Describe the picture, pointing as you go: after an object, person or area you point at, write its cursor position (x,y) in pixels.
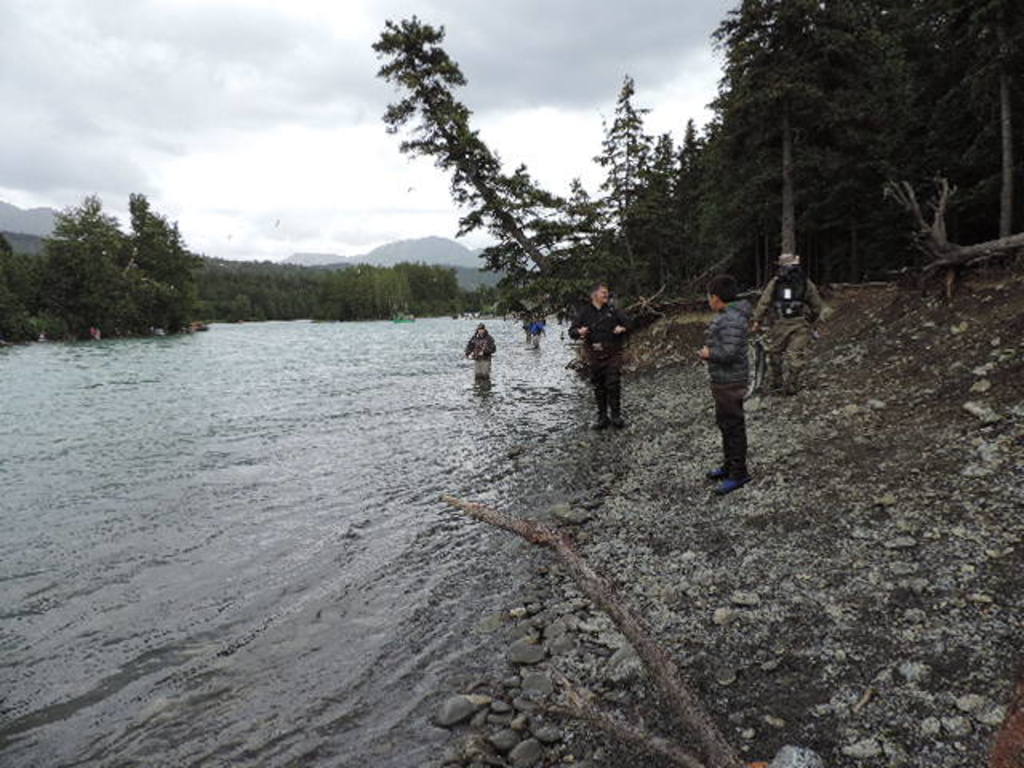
In this image we can see a few people (741,330), among them, some people (534,319) are in the water (450,369) and some people (740,368) are standing on the ground (592,539), there are some stones (614,570), trees (620,258) and mountains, also we can see the sky (260,173) with clouds (76,91).
